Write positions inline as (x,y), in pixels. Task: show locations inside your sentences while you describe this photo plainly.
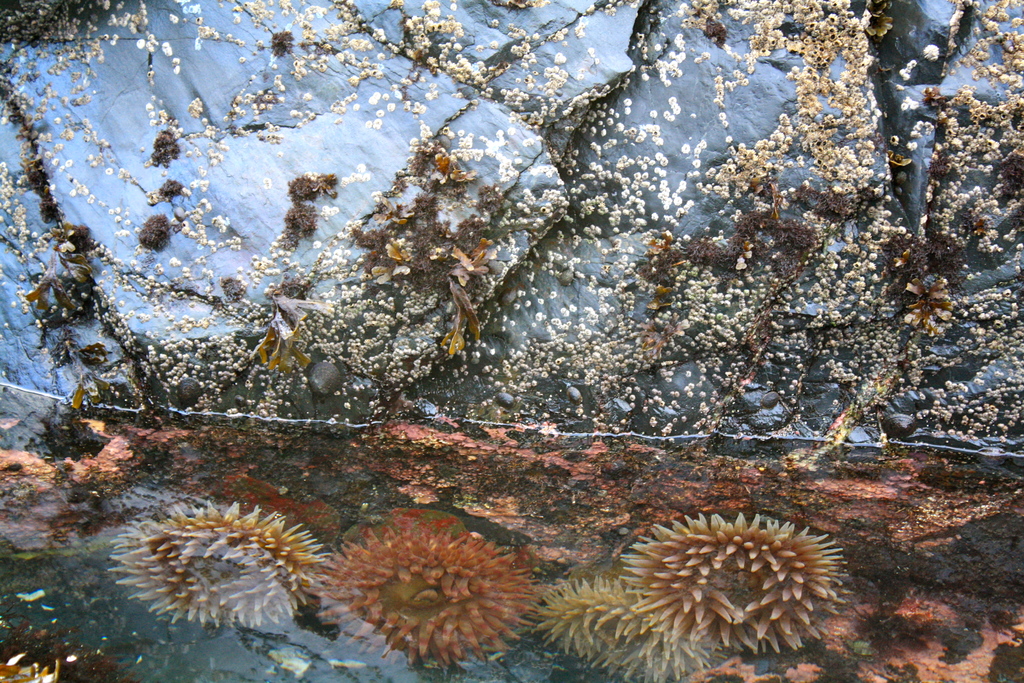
In this image we can see some sea anemones (306,587) inside the water (126,607) and in the background (715,221) we can see rock (369,284).
